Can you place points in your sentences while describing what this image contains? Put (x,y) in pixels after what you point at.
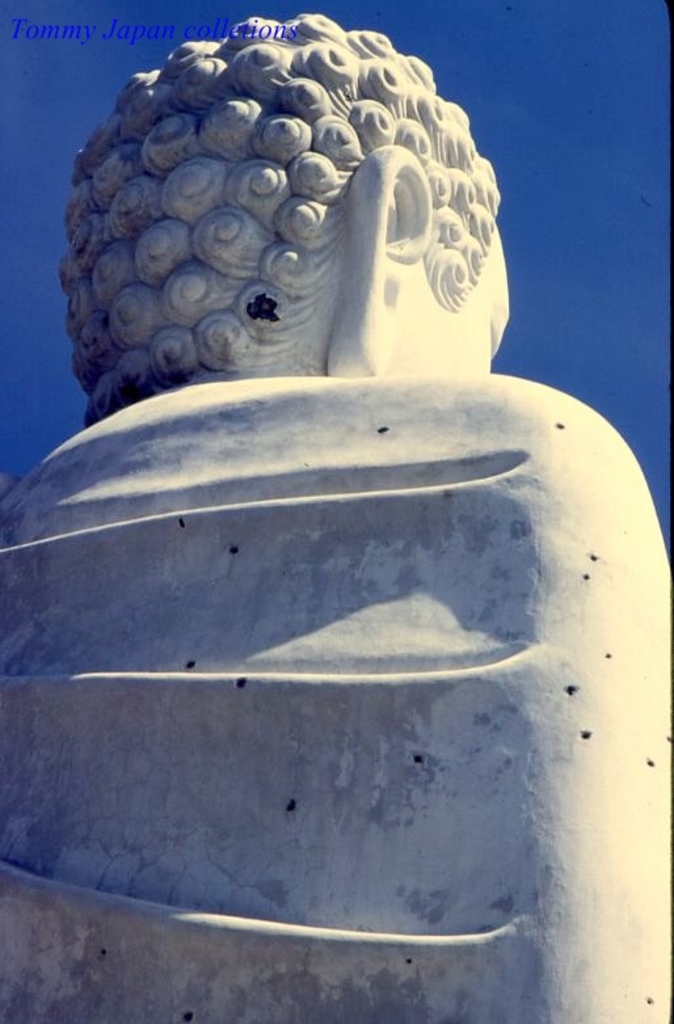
In this picture I can see a statue of Buddha (410,256), there is blue background (22,236) and there is a watermark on the image.
